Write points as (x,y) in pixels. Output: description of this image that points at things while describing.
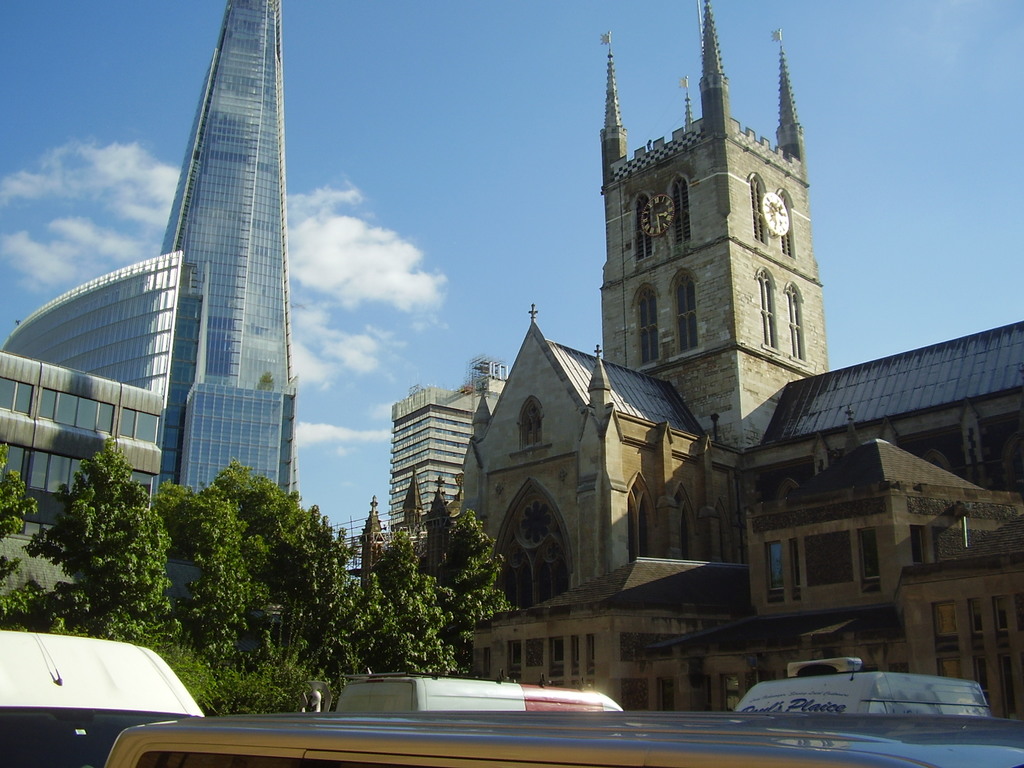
In this image I can see few buildings (437,536), windows (683,194), trees (195,518) and few vehicles (562,728). The sky (521,220) is in blue and white color. In front I can see two clocks (652,202) attached to the wall (702,211).
